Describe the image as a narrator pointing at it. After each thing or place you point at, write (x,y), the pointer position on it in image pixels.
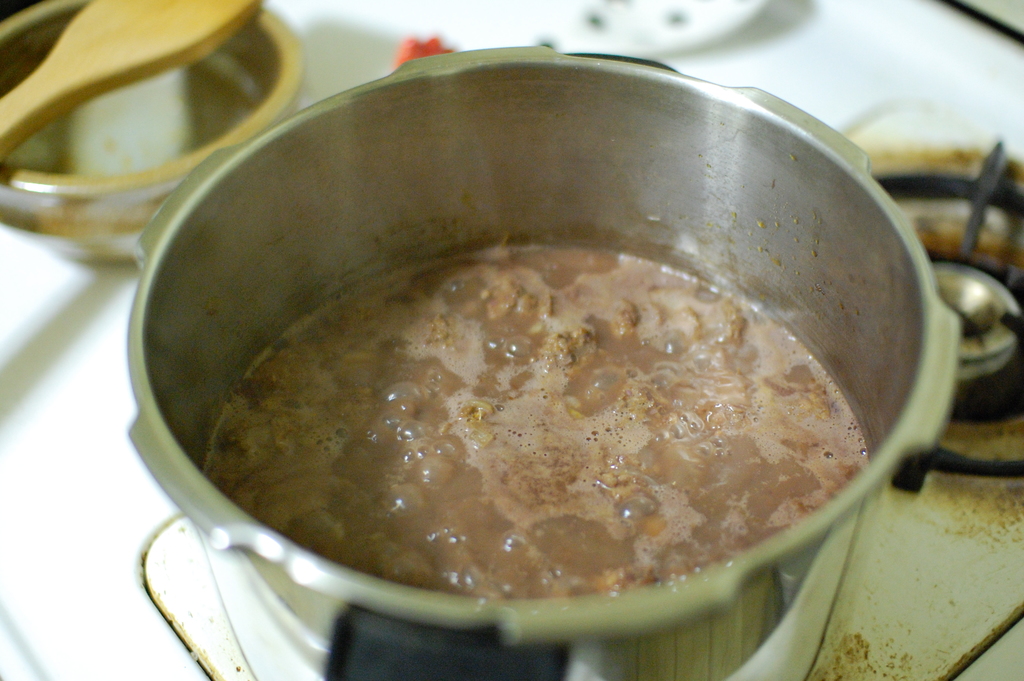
This looks like a pressure cooker (389,256) with a food item (532,447) in it. This cooker (807,570) is placed on the stove (881,533). I can see a bowl (93,177). This looks like a wooden serving spoon (98,77).
